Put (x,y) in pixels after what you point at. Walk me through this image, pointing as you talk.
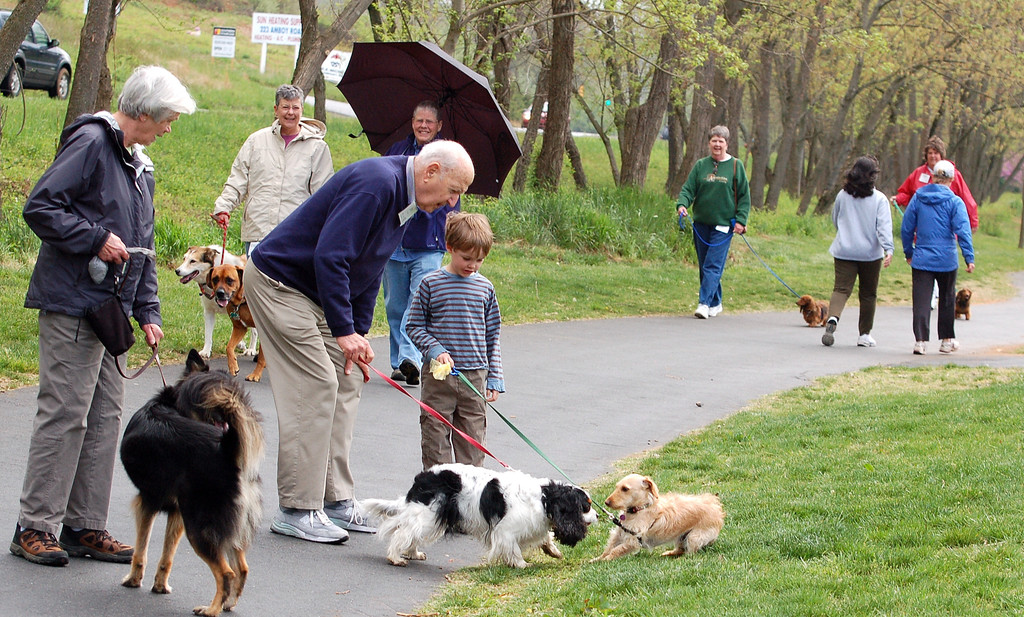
This image is clicked on the road (630,368). There are many people (348,297) walking on the road (707,354). They are holding dogs (159,414) with the help of leash (574,483). On the either sides of the road (736,361) there's grass (559,263) on the ground (912,454). At the top (908,62) there are trees (639,69) and plants (660,211) on the ground (230,82). In the top left (39,75) there is a car (33,65) on the road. There are boards (233,53) in the image.
